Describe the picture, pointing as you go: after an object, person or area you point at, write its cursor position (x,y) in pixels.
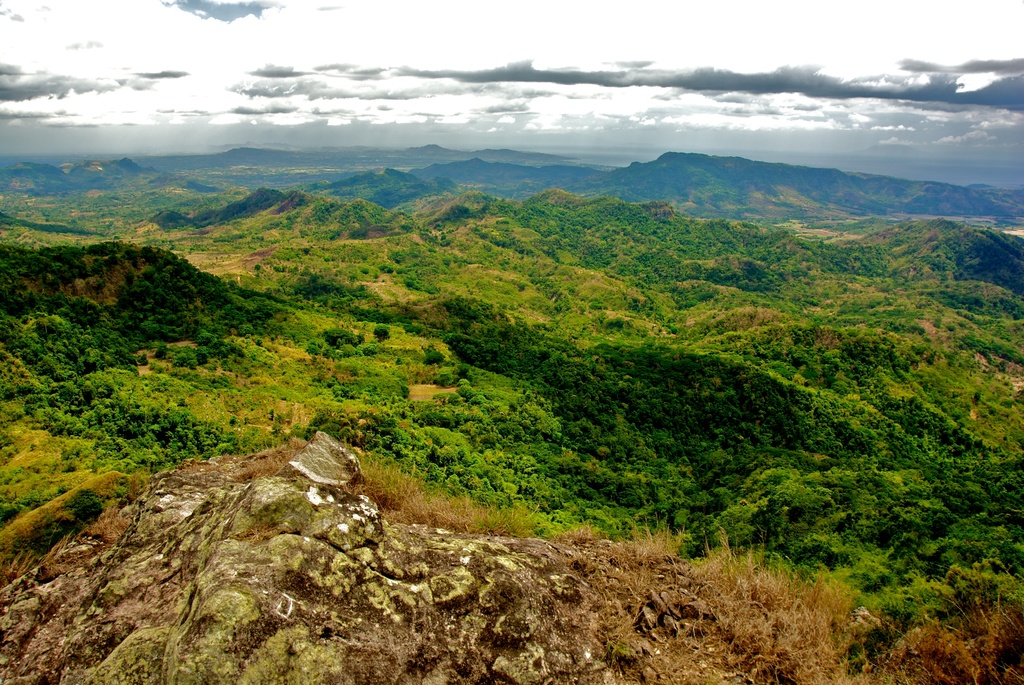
In this image, we can see some trees (558,460) and hills (660,604). There are clouds (354,102) in the sky (290,85).
